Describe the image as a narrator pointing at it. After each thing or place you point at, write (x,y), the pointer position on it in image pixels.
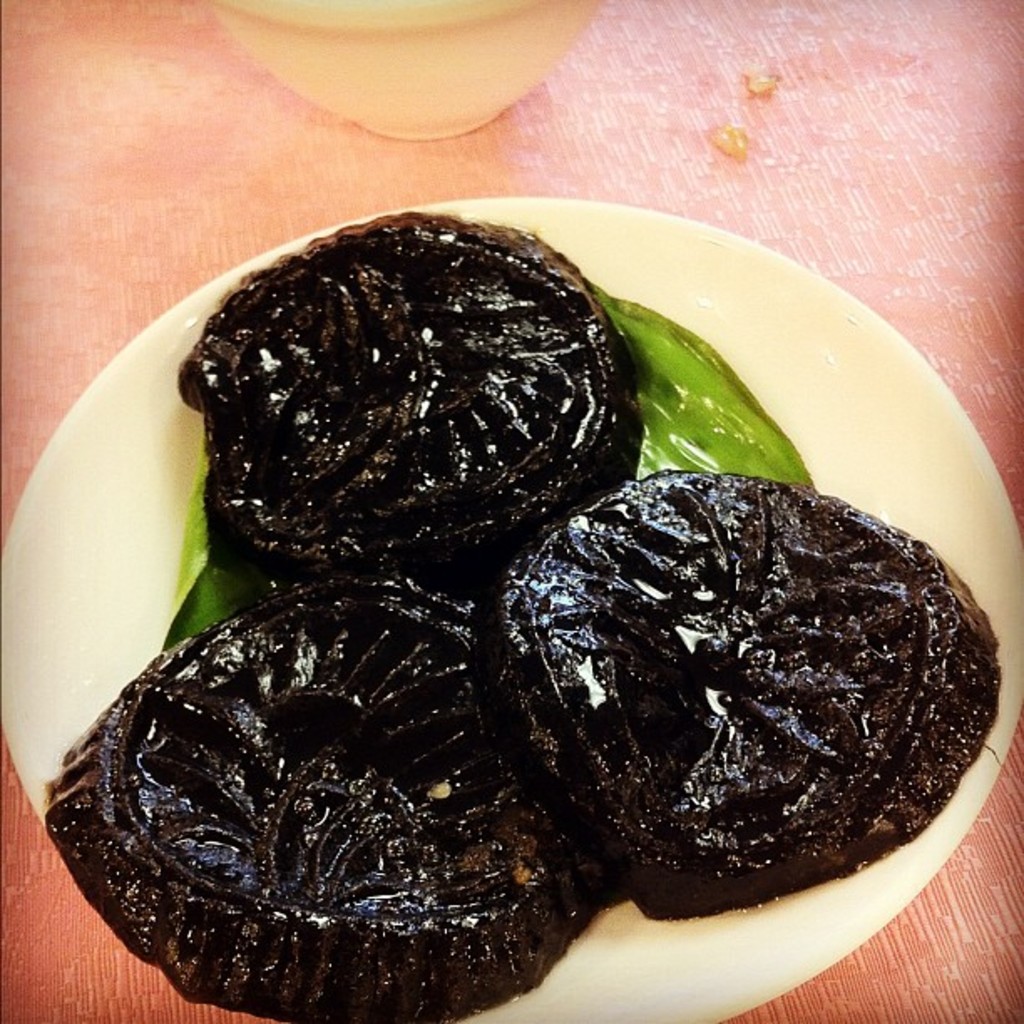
In this image we can see some food (601,642) in the plate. There is a bowl (480,63) at the top of the image (455,57).
